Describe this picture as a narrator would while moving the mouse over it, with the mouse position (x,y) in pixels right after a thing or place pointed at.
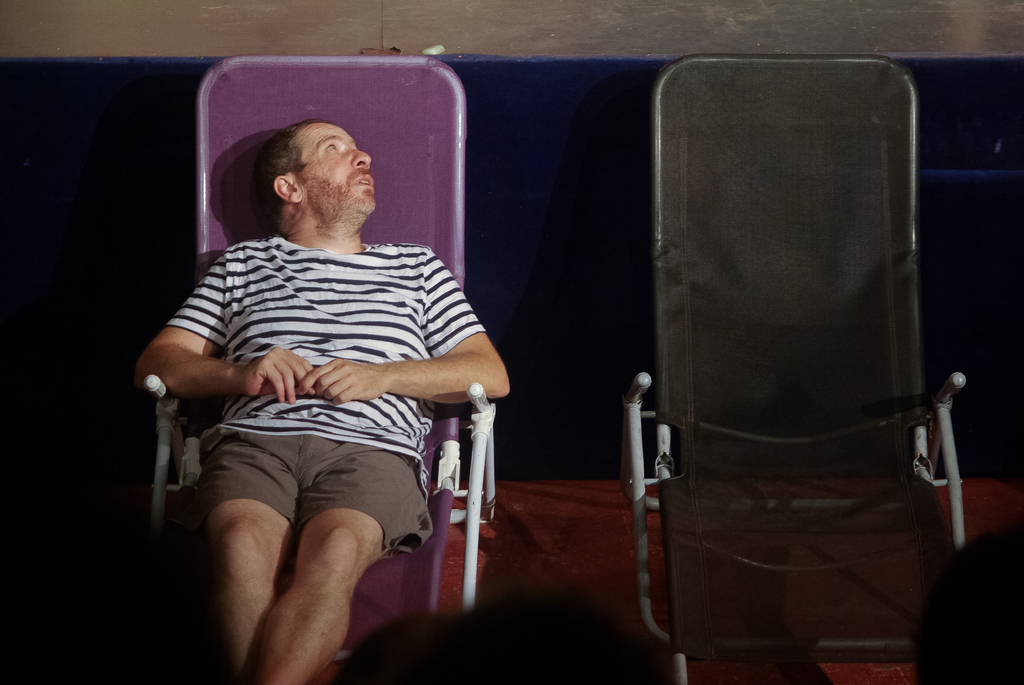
Here we can see a man (397,277) who is sitting on the chair (399,123). These are the chairs (811,425). This is floor (533,525). On the background (531,99) there is a wall (616,87).
